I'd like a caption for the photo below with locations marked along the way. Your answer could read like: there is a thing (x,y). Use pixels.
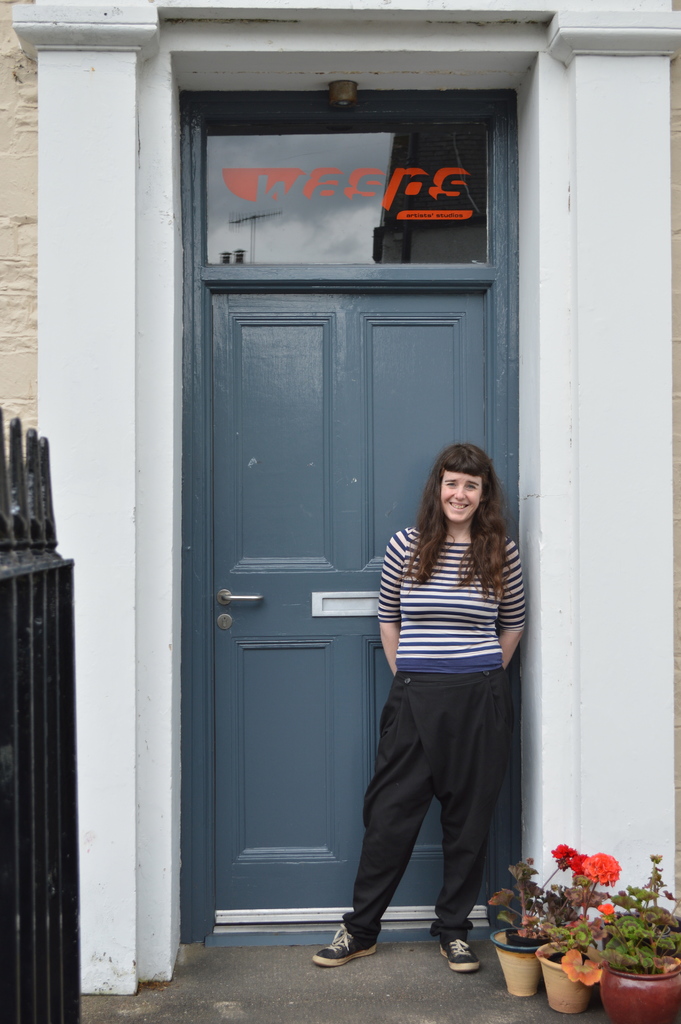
In this image there is a woman (394,771) standing. She is smiling. Behind her there is a door (268,375) to the wall (118,377). Above the door (284,383) there is a glass ventilator (297,195). There is text (324,195) on the ventilator (394,180). In the bottom right (610,974) there are flower pots (548,968) on the ground (511,998). To the left (38,606) there is a railing (58,777).
